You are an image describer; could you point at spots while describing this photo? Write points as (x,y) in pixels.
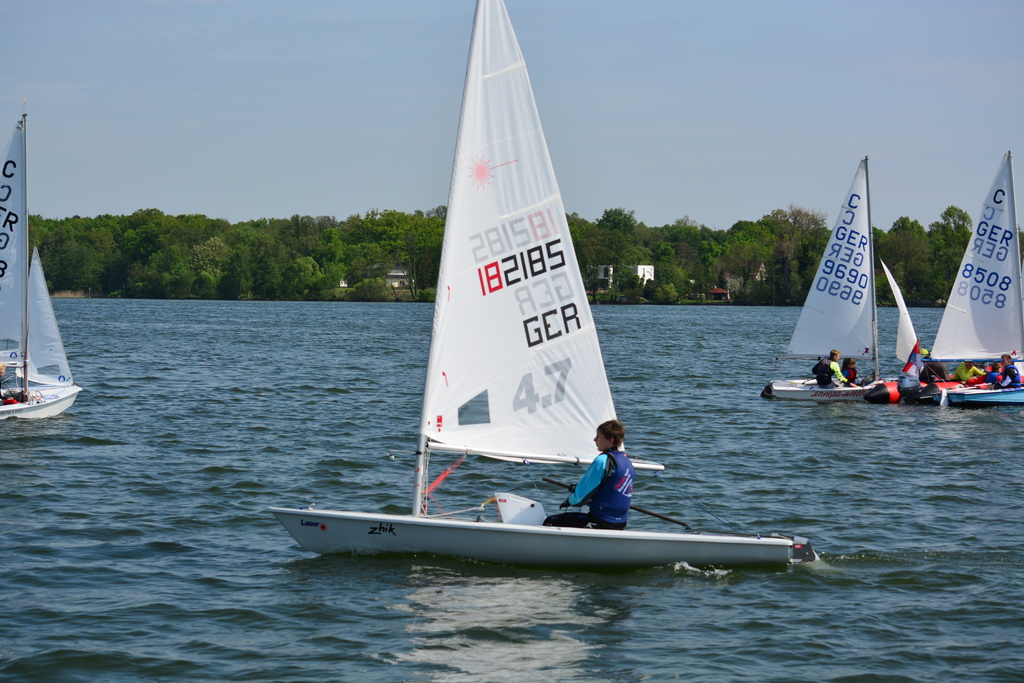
In this image there are few people (832,382) dinghy sailing on the water (580,473), in the background of the image (292,266) there are trees (723,256).
